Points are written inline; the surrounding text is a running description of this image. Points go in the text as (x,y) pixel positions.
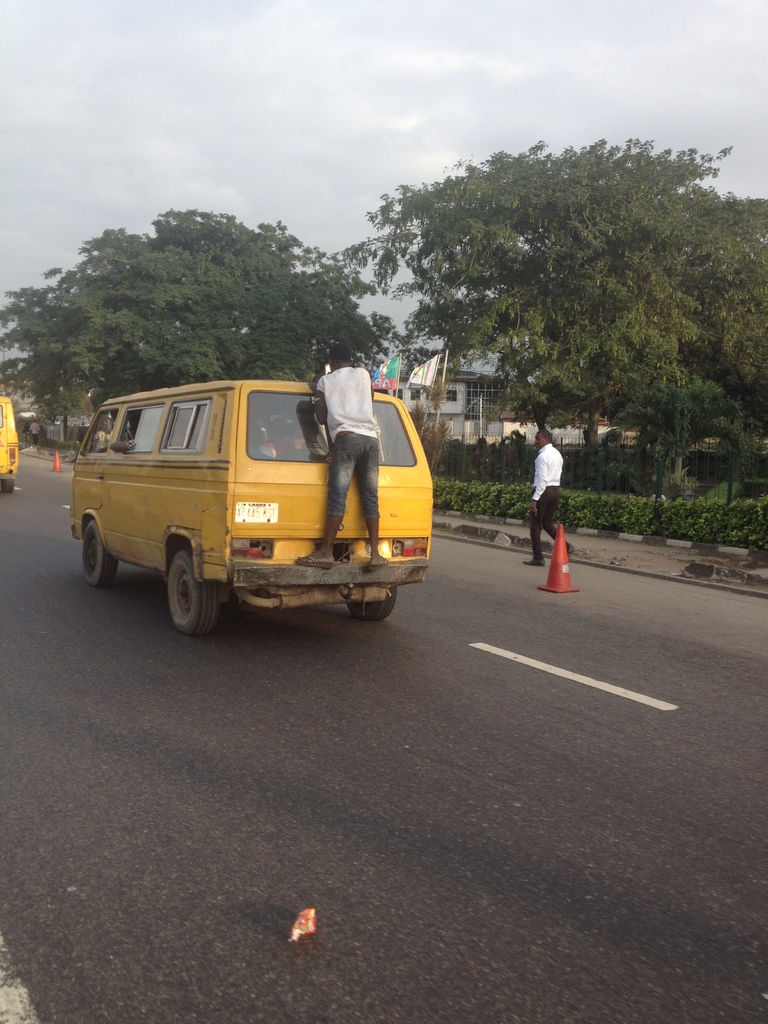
In this image we can see two vehicles (245,572) moving on the road (273,628). One person (336,511) is standing on the vehicle (359,575). To the right side of the image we can see a person (547,468) standing on the road (547,593), a cone (550,591) placed on the ground (610,635). In the background (756,509), we can see group of plants (654,479), trees (696,372), buildings (449,386), flags (381,383) and the cloudy sky (298,125).
